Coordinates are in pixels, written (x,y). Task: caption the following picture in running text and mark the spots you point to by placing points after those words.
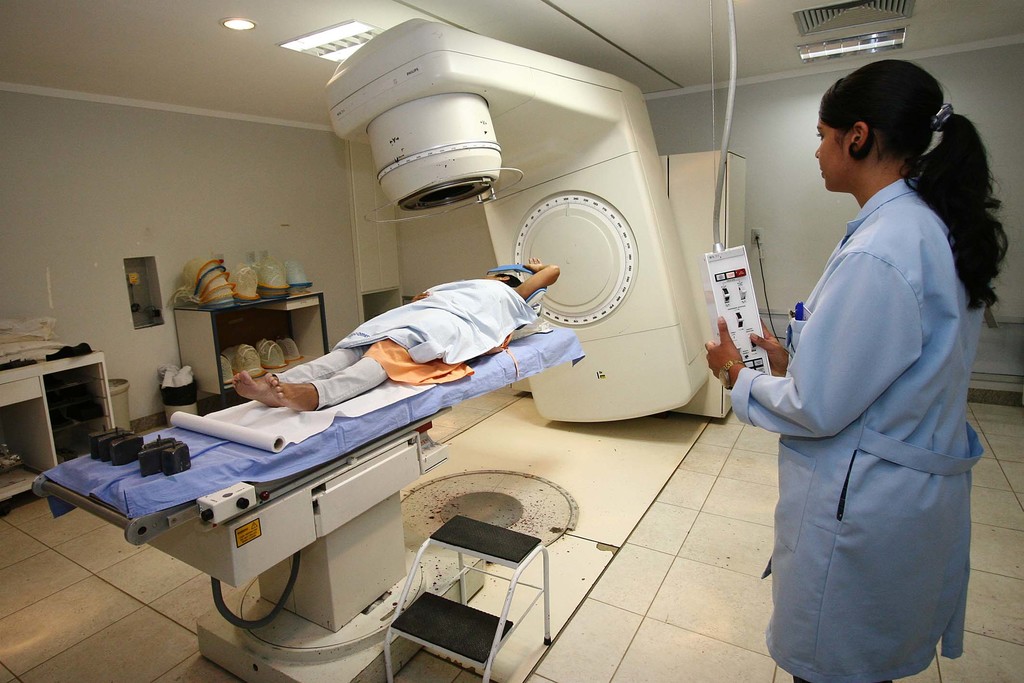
In this image there are two persons (422,331) one person (443,345) is lying and the other person (836,380) is standing and holding an object (737,292), there is a white floor (687,500), there is light (346,50).
